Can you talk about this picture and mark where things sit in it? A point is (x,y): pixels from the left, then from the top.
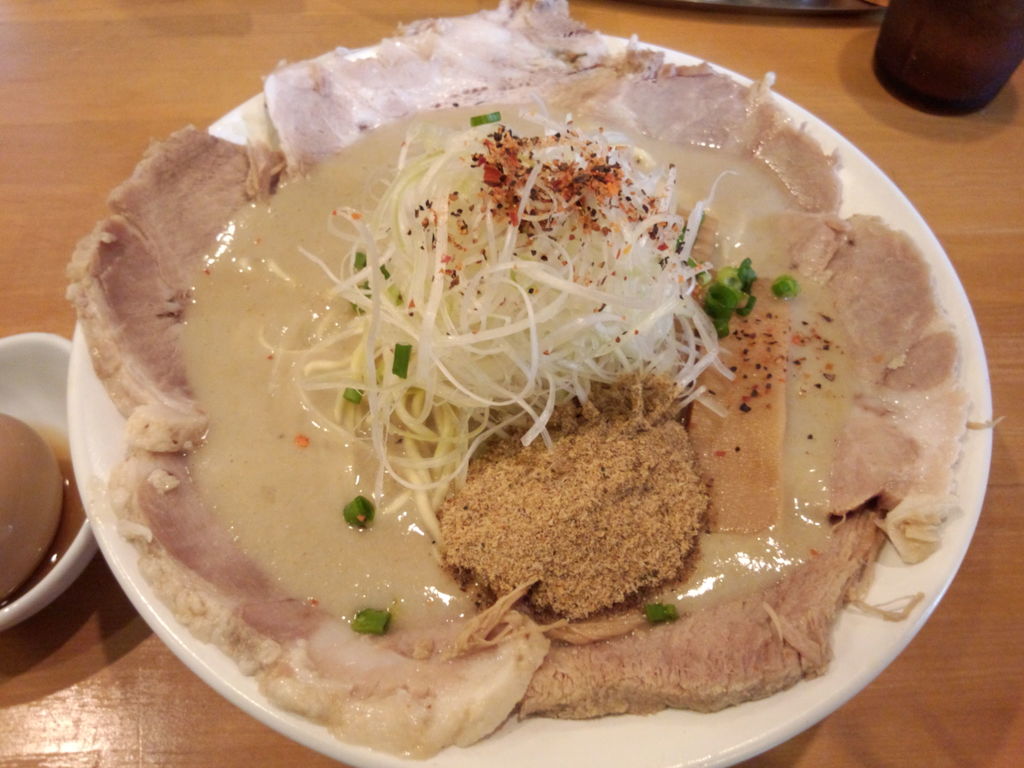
There are food items (442,427) and some ingredients (398,301) on a white color plate (795,732). This plate (427,767) is placed on a wooden table (51,611), on which there is a cup (949,42) and there is an object (941,20).
